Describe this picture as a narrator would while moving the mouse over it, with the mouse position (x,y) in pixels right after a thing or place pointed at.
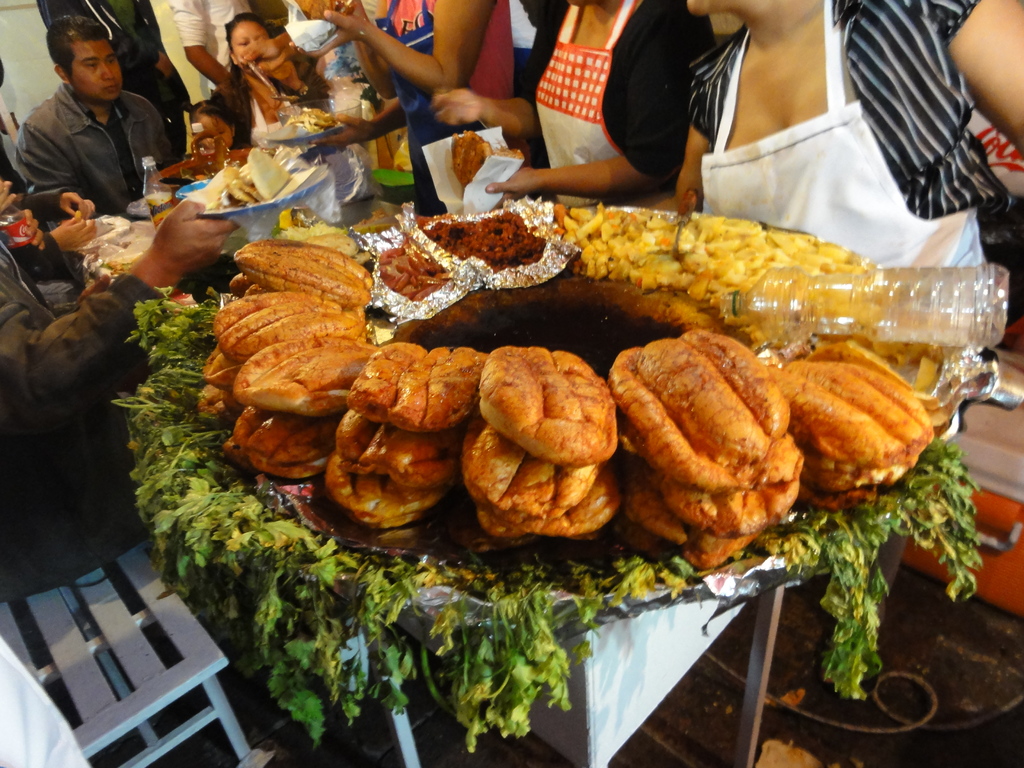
In this image I can see a group of people (762,147) are standing on the road side (722,758) are holding plates (184,193) in their hand (216,237) and a metal stand (629,608) on which leafy vegetables (619,594) and food items (668,514) are there. At the bottom (189,670) I can see a bench (225,700) and so on. This image is taken may be on the street (887,690).
